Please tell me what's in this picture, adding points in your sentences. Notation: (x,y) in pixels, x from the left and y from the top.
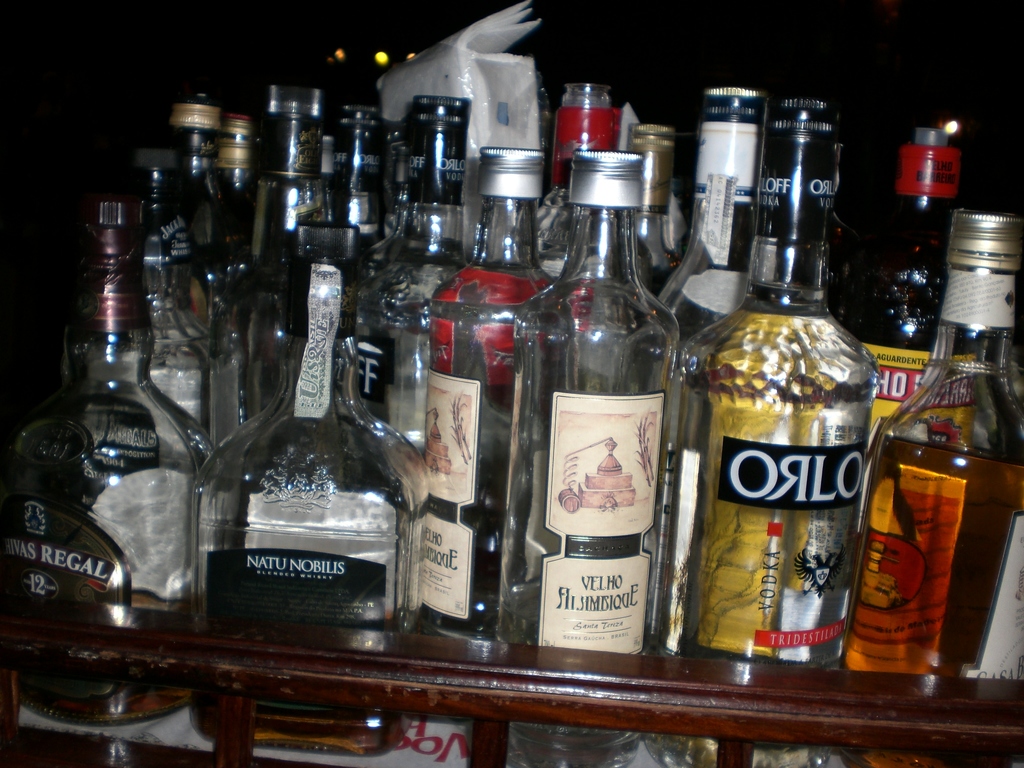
In this picture there are several liquor bottles (566,331), among them few are partially filled and few are completely filled.
